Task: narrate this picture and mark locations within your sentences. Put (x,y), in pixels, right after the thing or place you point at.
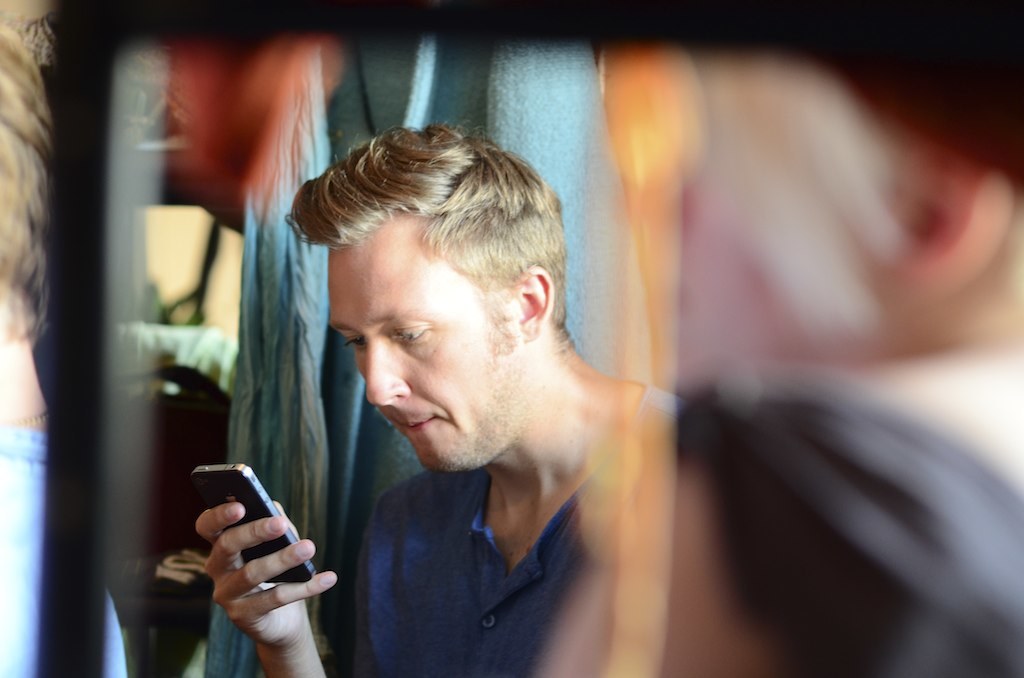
In this picture we can see a man (406,579) in blue dress (382,531) holding a phone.
